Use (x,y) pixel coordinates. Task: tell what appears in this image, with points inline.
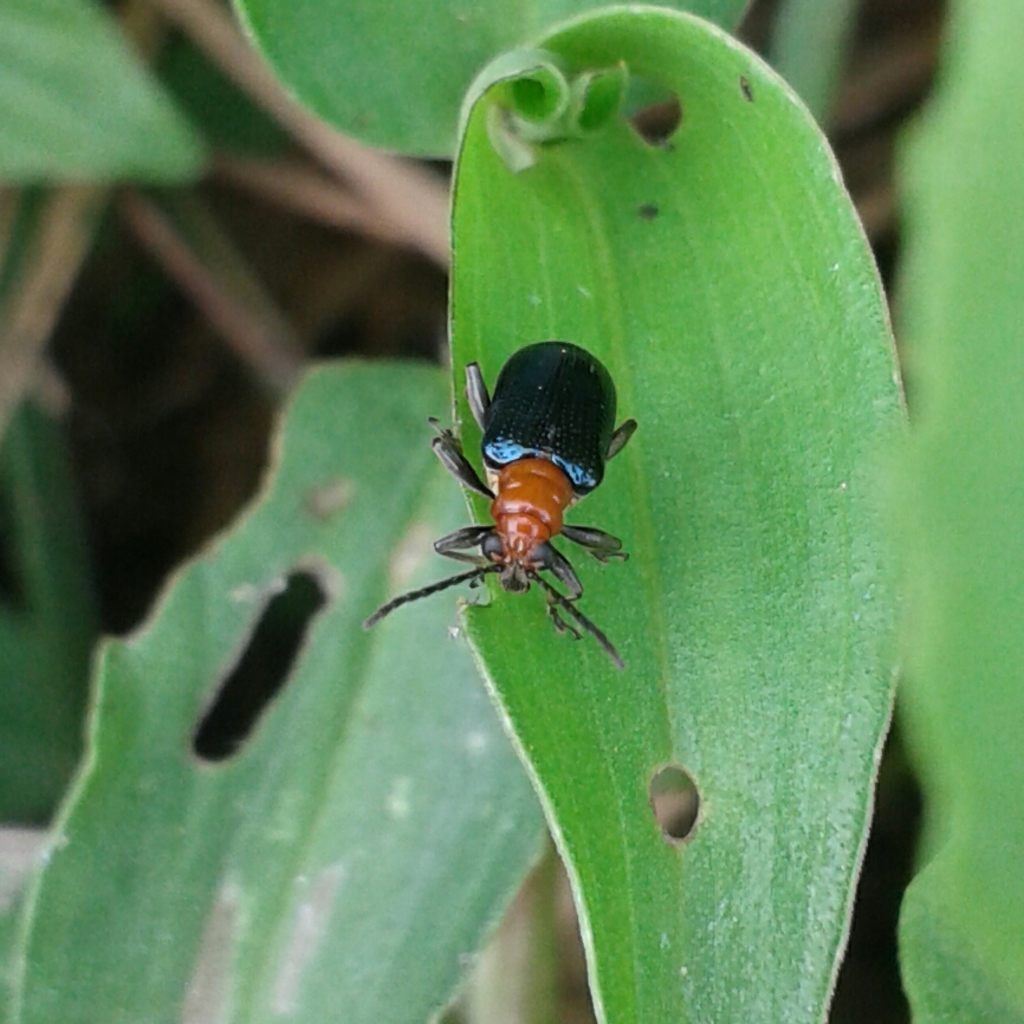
In this picture we can see an insect (550,399) on the leaf (738,993).
